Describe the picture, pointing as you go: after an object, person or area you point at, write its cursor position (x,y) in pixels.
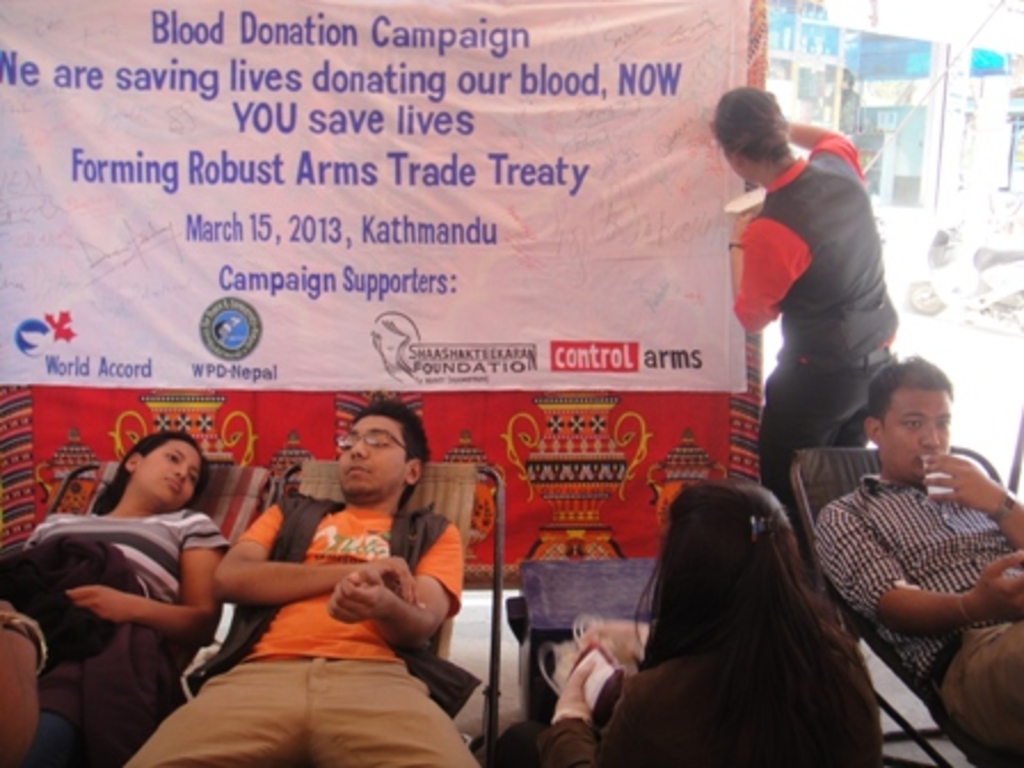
I can see in this image a banner (339,259) and a group of people (347,458) among them few are sitting on a chair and a person (735,232) in the background (787,189) is standing on the ground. In the background (938,251) I can see there is a vehicle (979,274) and buildings (876,90).
